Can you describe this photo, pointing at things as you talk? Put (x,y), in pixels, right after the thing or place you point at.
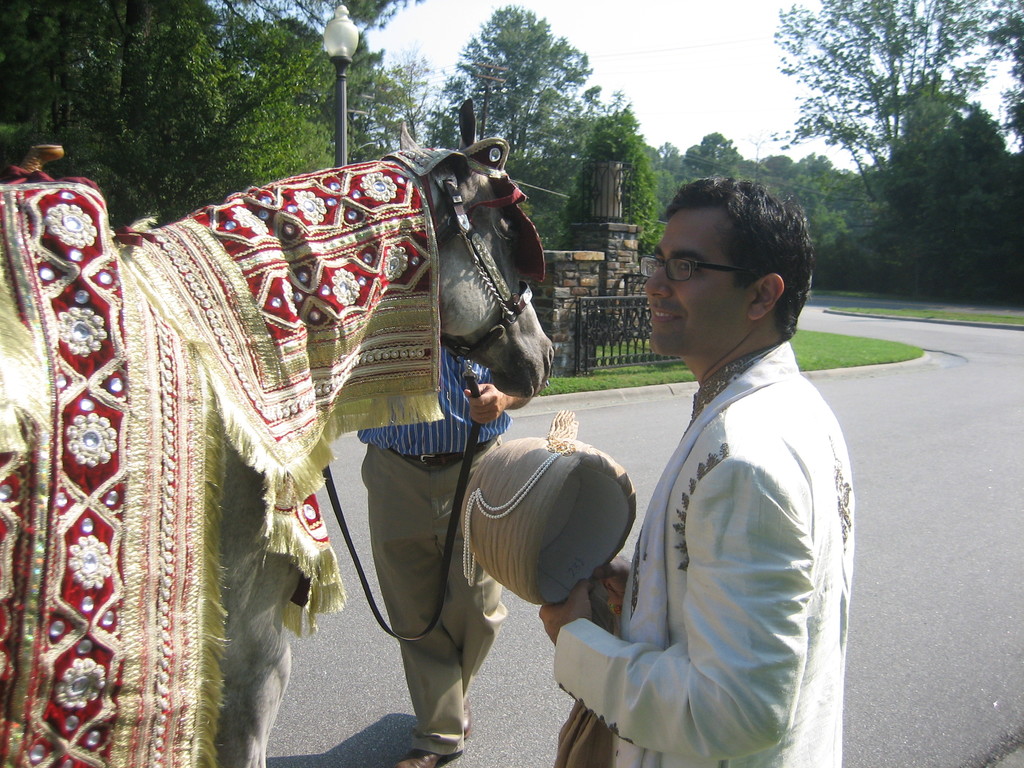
In the image there is a man (760,519) stood beside a horse (317,387) and it was on the road (980,561) and on the other sides of the roads (998,612) there are trees (515,111) and above its sky (643,48).
